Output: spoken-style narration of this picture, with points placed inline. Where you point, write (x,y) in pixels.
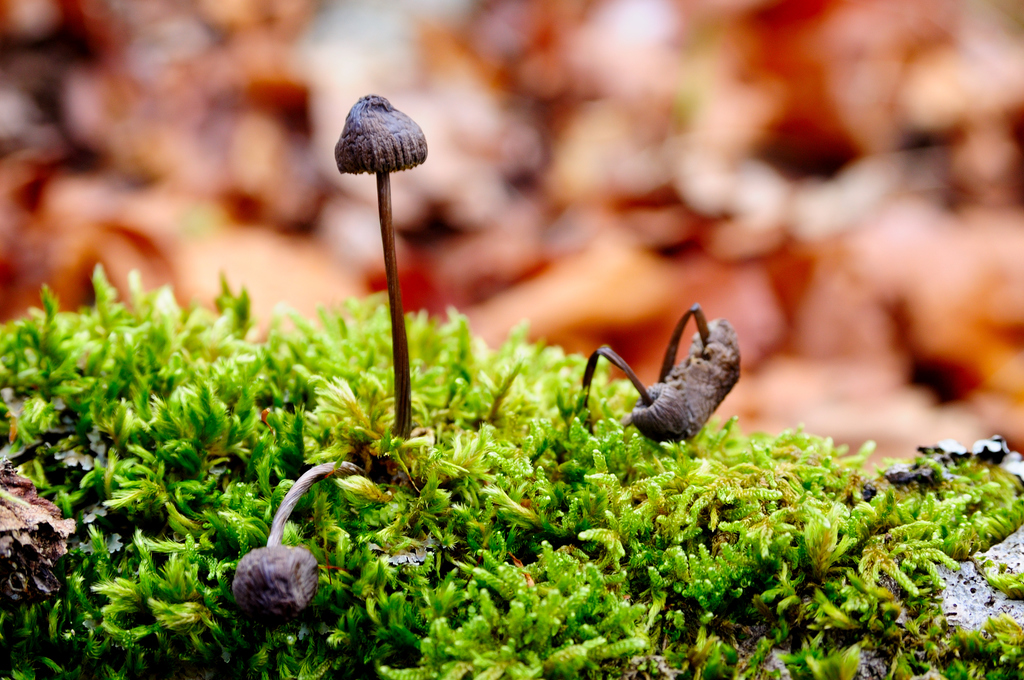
In this image I can see few mushrooms (306,575) and the grass (498,516). I can see the blurred background (700,251).
